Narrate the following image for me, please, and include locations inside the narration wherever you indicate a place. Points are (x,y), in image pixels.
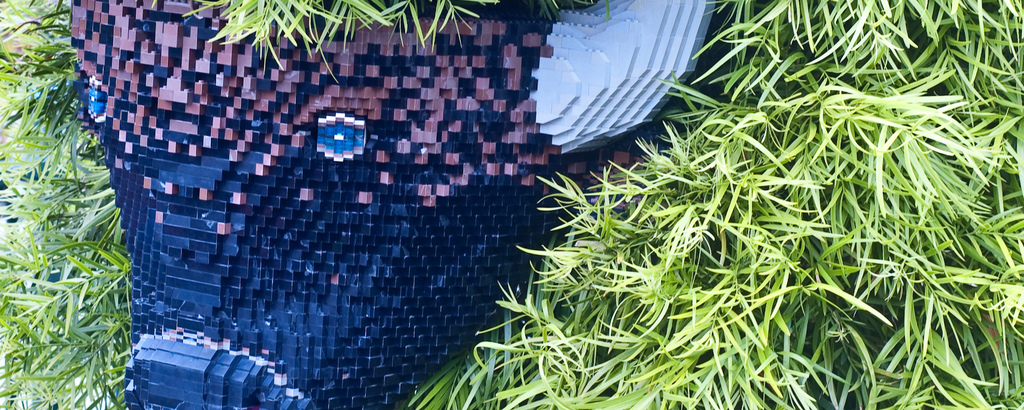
In this image in the front (778,213) there is grass (828,187) and there is an object (293,234) which is blue and red in colour and gray in colour.
